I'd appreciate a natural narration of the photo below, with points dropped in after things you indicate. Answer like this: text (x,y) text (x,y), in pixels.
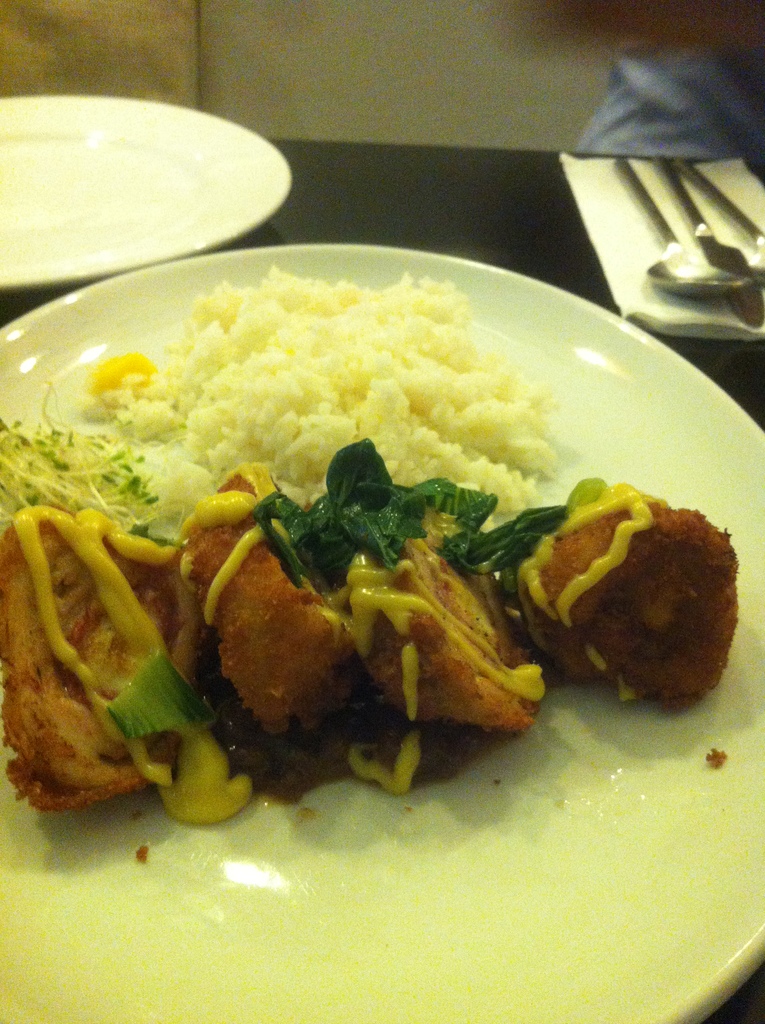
In this picture I can see 2 white plates (328,268) in front (15,881) and on this plate (201,278) I see the food (348,594) and these plates (155,304) are on the black surface (440,197). On the right of this image (623,183) I see the spoons (657,212) on the white color thing (614,225).
